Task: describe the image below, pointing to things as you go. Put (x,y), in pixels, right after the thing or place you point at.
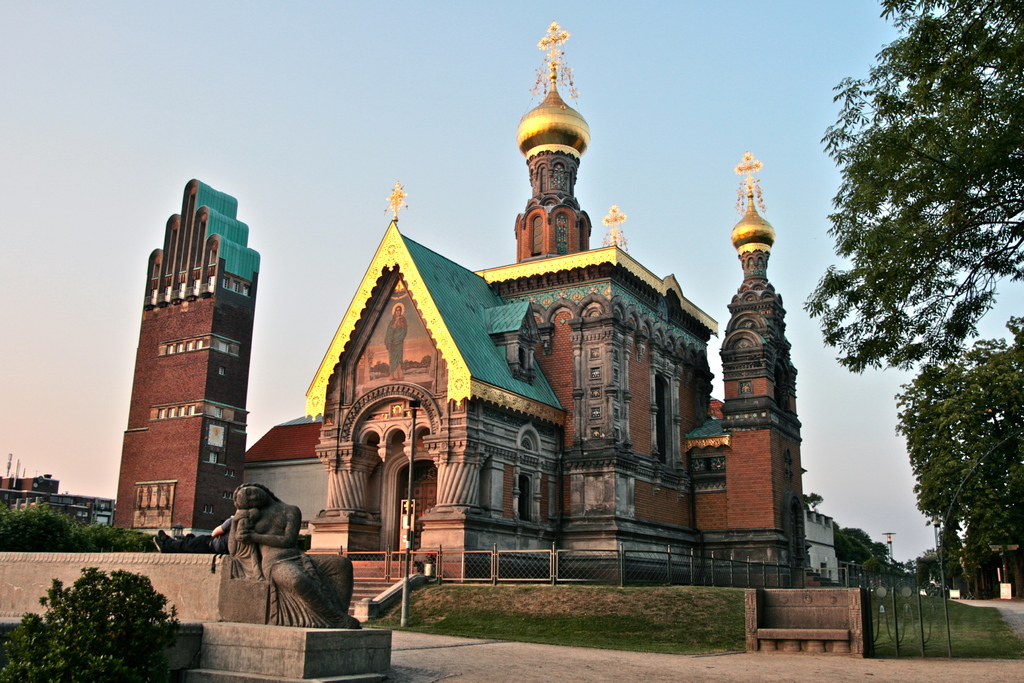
This image consists of a building (655,424) in brown color. On the right (996,406), there are trees (996,406). At the bottom (656,671), there is a road (550,651). In the front (293,653), we can see a sculpture (250,598). On the left (62,636), there are plants (115,614) along with a wall (102,556). At the top (118,112), there is sky (118,112).
